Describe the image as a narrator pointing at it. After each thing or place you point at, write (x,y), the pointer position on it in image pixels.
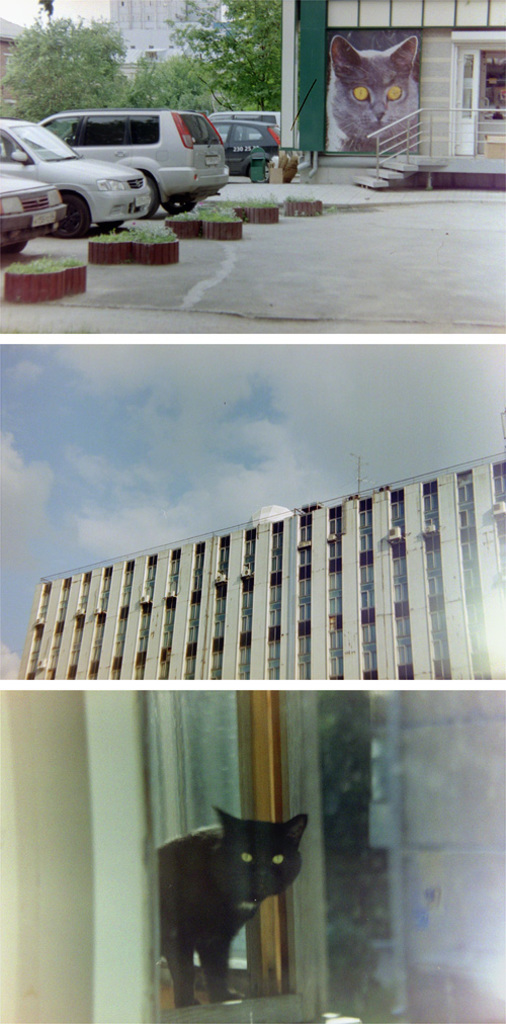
I can see this is a collage picture. There is a cat (188,963) peeking through the window (329,796). There are buildings (294,530), stairs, vehicles (41,205), trees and there is a sky (220,408).
